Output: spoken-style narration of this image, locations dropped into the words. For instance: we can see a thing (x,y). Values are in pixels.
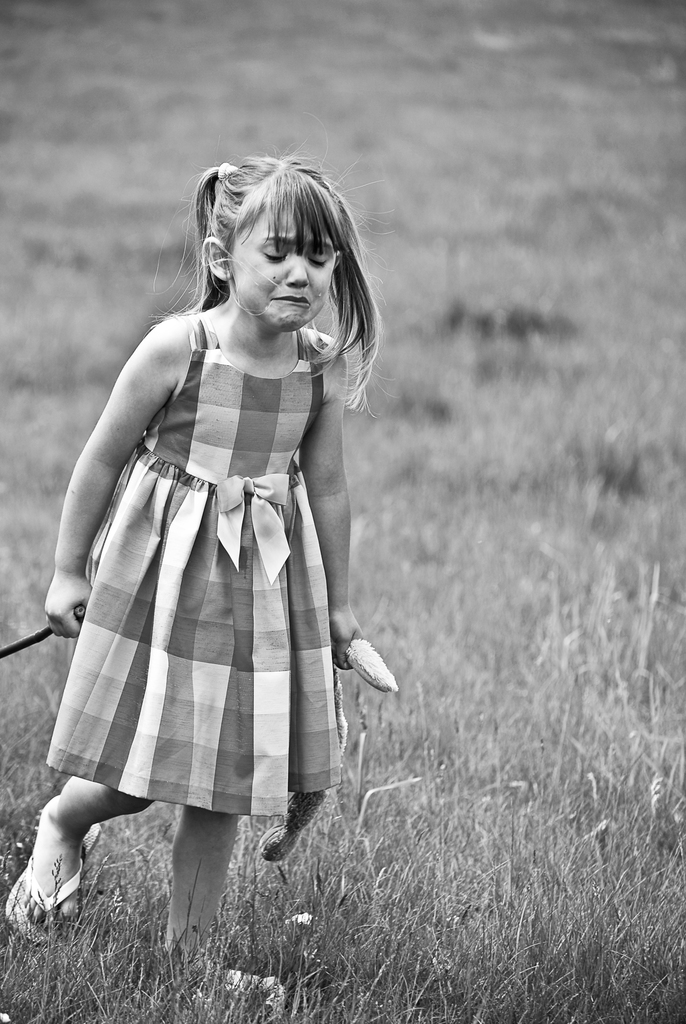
This is a black and white image and here we can see a child (191,517) holding some objects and in the background (485,544), there is ground (509,617) covered with grass (502,479).
